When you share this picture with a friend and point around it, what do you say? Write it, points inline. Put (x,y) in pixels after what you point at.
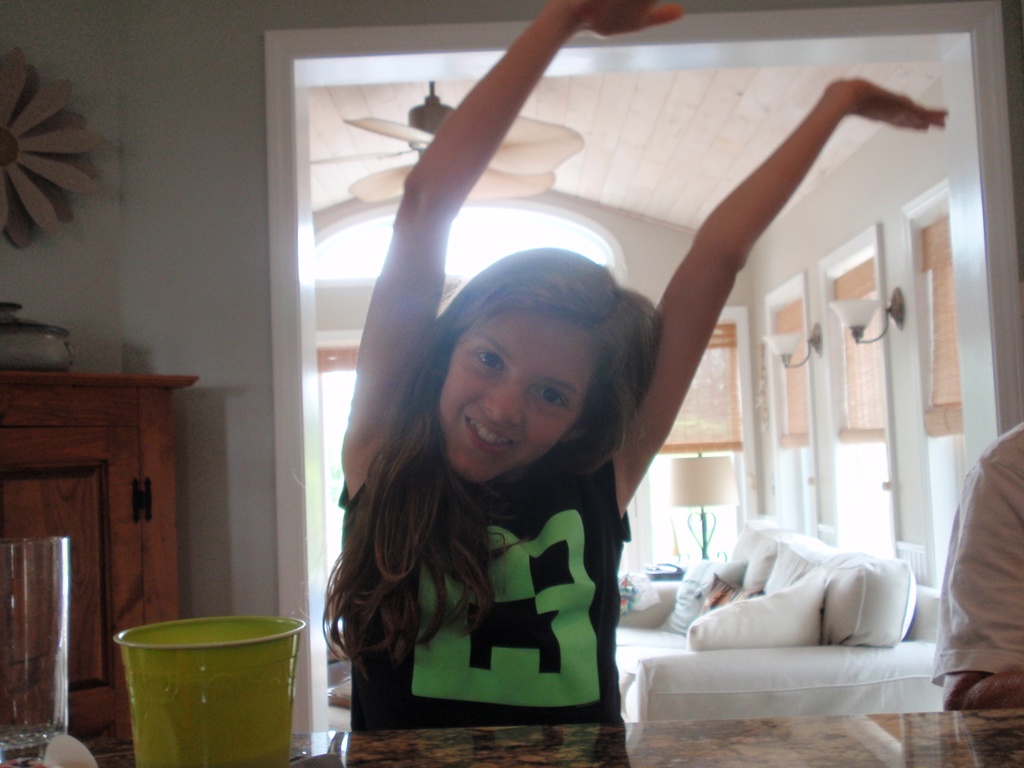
In this picture, there is a girl (528,557) sitting beside the table (560,724). On the table (572,749), there is a bowl (203,726) and a glass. Towards the right corner (985,598), there is a person (994,682). Behind the girl (523,545), there is an entrance (280,400) for another room (755,607). Towards the right (807,584), there is a sofa (743,716) with pillows (751,625). Behind the sofa (714,670), there is a lamp (681,481). On the top (438,119), there is a fan (378,121). Towards the left (99,484), there is a desk (172,451). On the desk (46,395), there is a vessel (57,362).
